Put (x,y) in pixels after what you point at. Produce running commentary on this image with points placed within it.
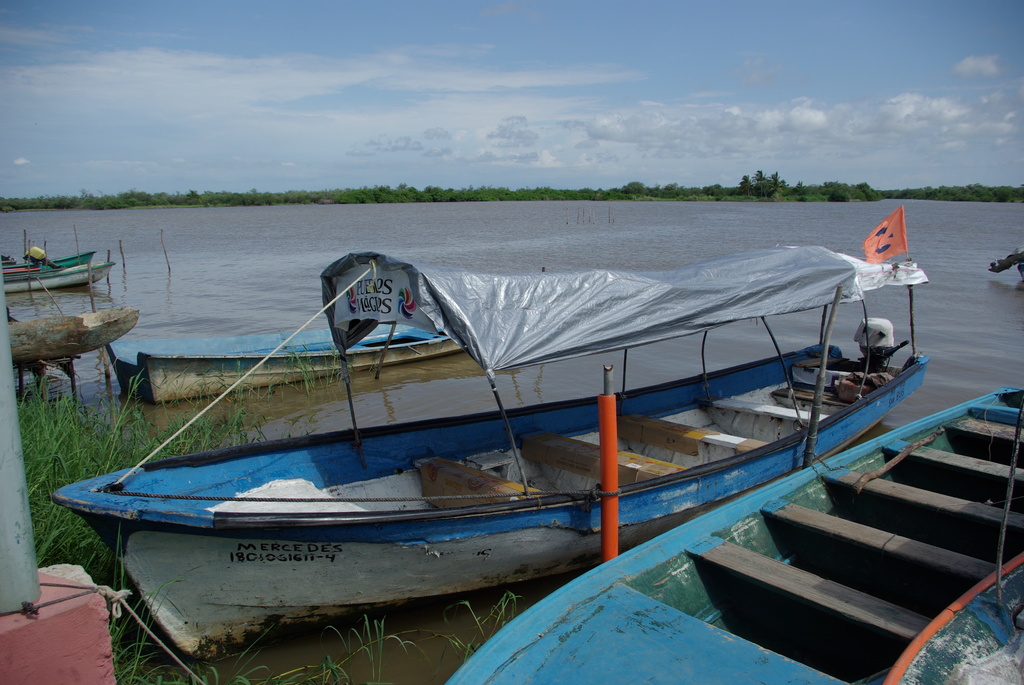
In this image we can see the boats (758,431) on the surface of the water (940,366). We can also see the flag (869,251), trees (447,191), grass (55,406), ropes (70,596) and also the rods (606,423). Sky (655,56) is also visible with the clouds (736,116).
